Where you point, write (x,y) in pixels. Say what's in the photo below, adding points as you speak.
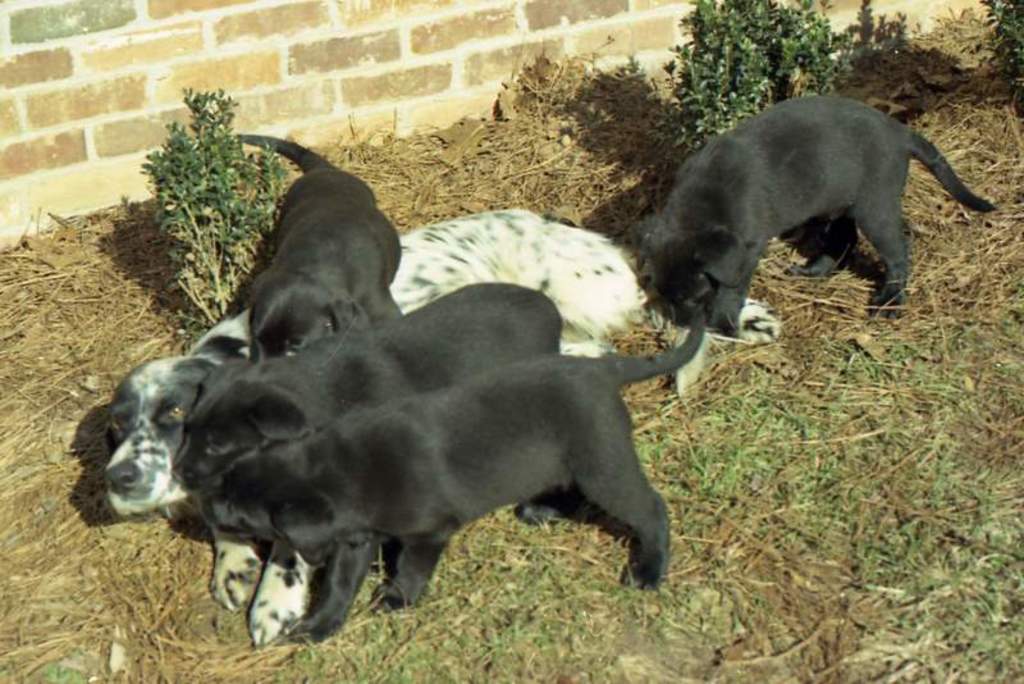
In this image we can see dog (762,323) and puppies (525,333) on the ground (765,354).
